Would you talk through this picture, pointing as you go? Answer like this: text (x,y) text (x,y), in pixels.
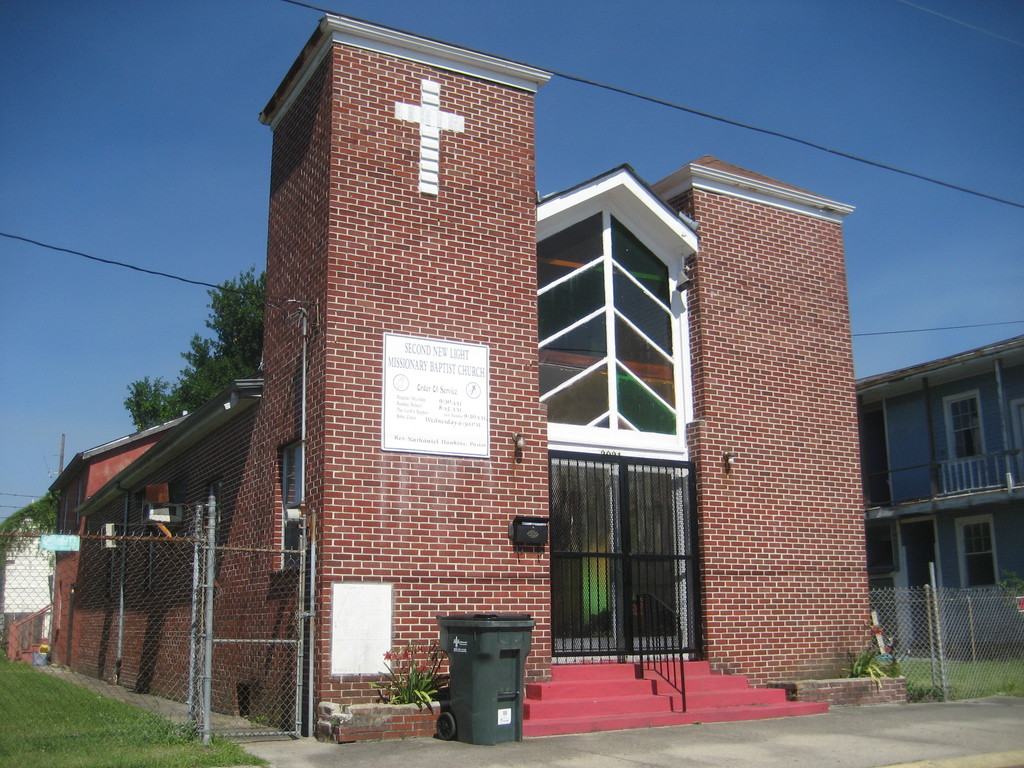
In this picture there are buildings (602,323) and trees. In the foreground (620,722) there is a staircase (618,705) and there is a hand rail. There are plants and there is a fence (989,641) and there is a dustbin (466,661). At the top (88,130) there is sky (152,108) and there is a wire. At the bottom (148,715) there is grass (133,722).
